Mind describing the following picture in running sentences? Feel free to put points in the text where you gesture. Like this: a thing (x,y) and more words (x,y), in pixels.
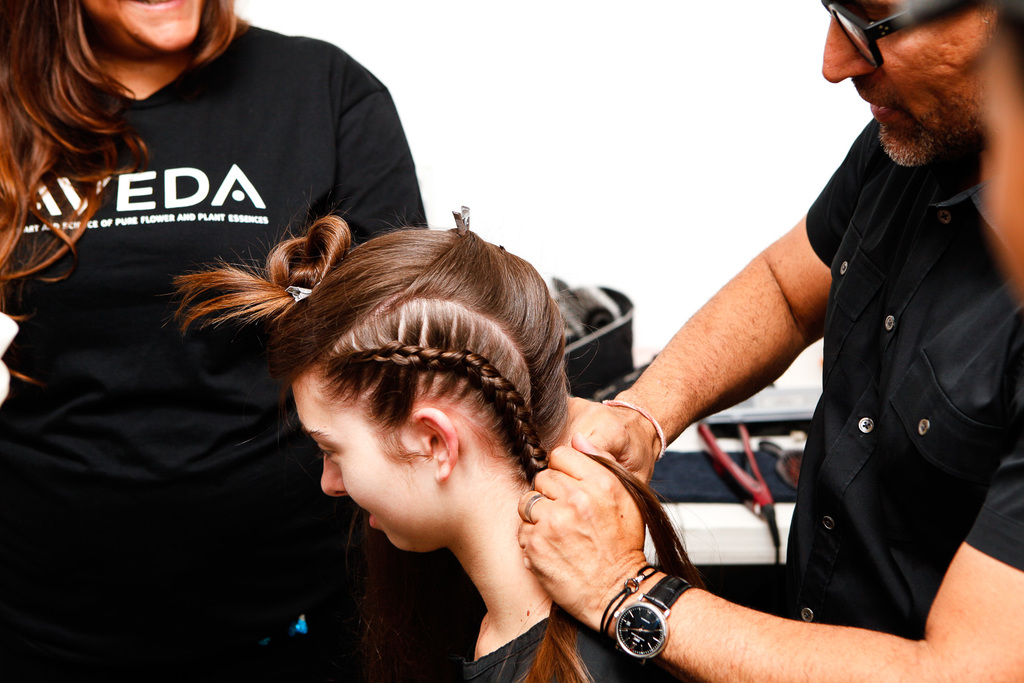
ON the right side of this image (921,158) there is a man (928,247) standing and holding the hair (531,458) of a girl (430,477) who is in front of him. There is a watch (617,624) to his left hand (595,529). On the left side (134,297) there is a woman (114,471) wearing black color dress (111,335), standing and smiling. In the background (696,448) there are few objects (712,456) on a table (708,510). The background (530,94) is in white color.
